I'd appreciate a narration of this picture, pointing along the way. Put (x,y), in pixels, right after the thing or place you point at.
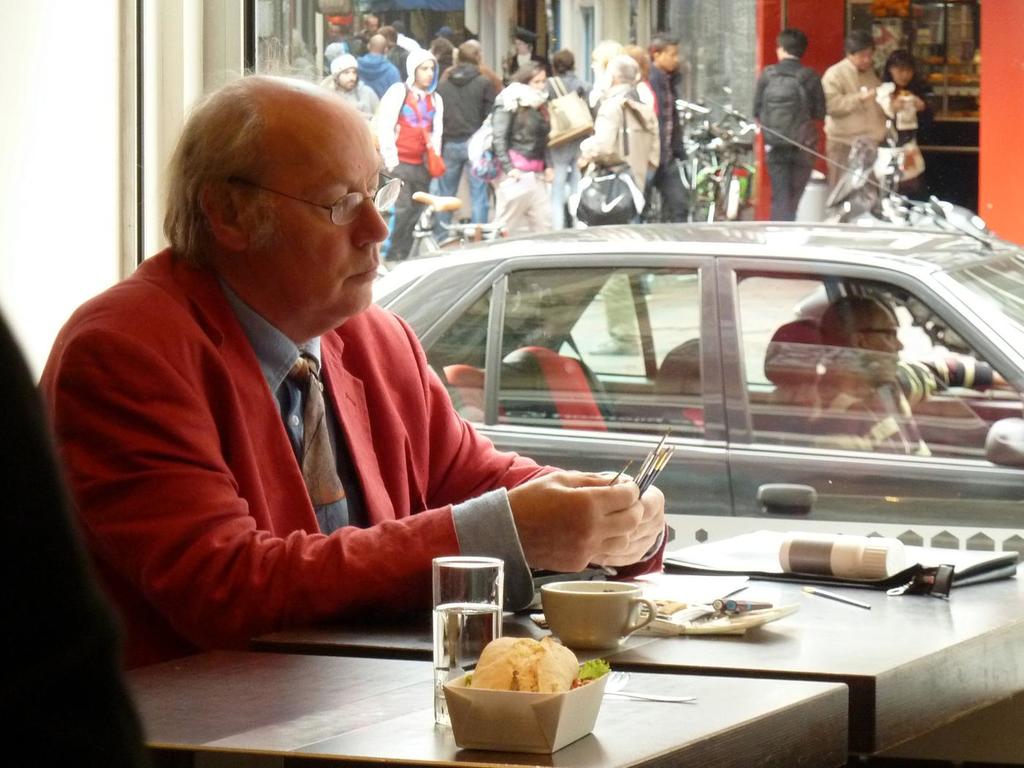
In this image there is a man (466,537) sitting in front of table (762,704) where we can see there is bowl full of food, glass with water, coffee cup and other things (929,570), beside him there is a glass wall (998,49) from where there is a view of car (978,494) riding on road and people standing in front of the building (1003,87).
